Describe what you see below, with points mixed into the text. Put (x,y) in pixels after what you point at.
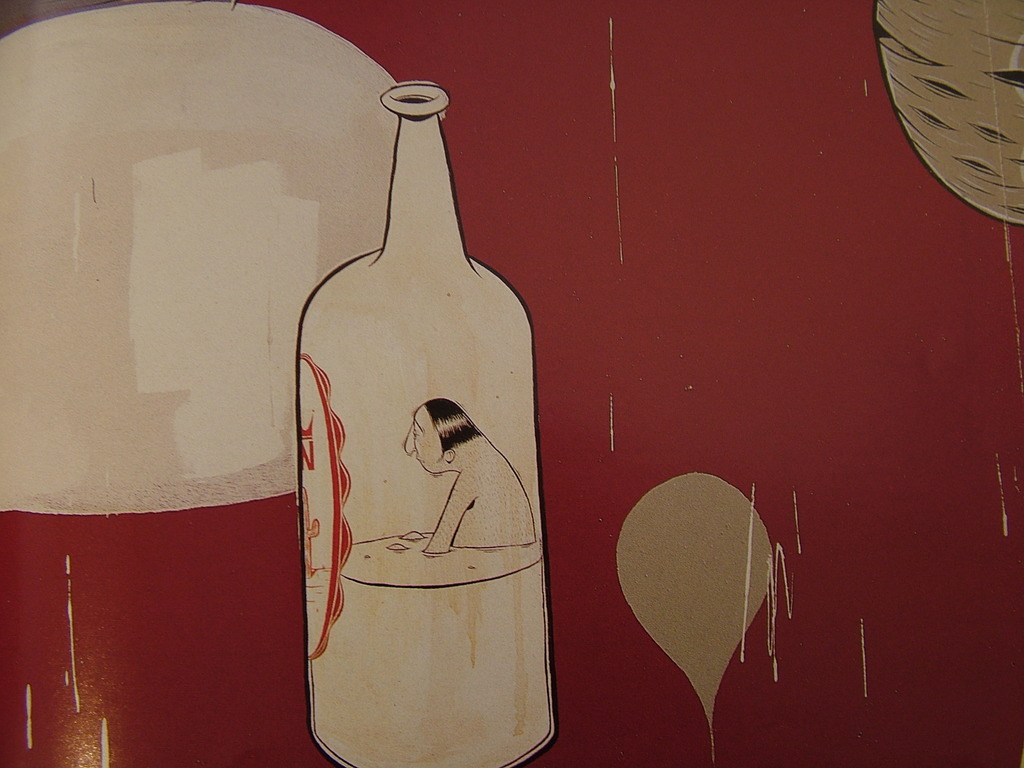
This image is a drawing. In this image we can see bottle (400,379), person (456,511) and balloon (624,564).
